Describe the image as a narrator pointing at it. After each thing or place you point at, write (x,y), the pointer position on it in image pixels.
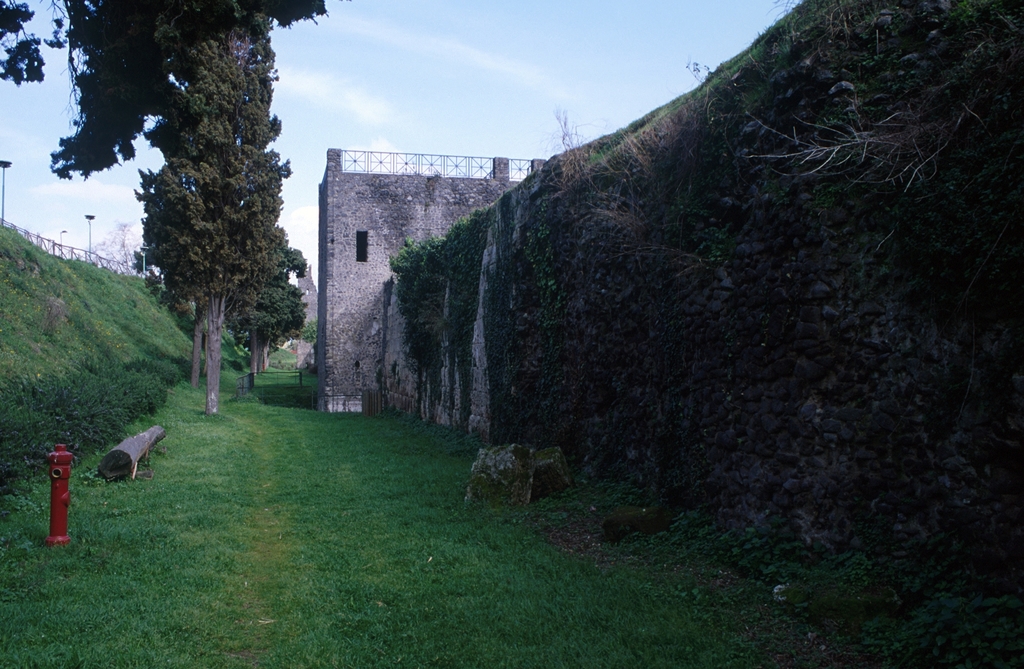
In this image we can see grass (413,512), rocks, creepers (429,316) on the wall (392,341), trees (225,87), sky (330,100) with clouds (323,98), street poles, fence (78,259) and a hydrant (65,460).
